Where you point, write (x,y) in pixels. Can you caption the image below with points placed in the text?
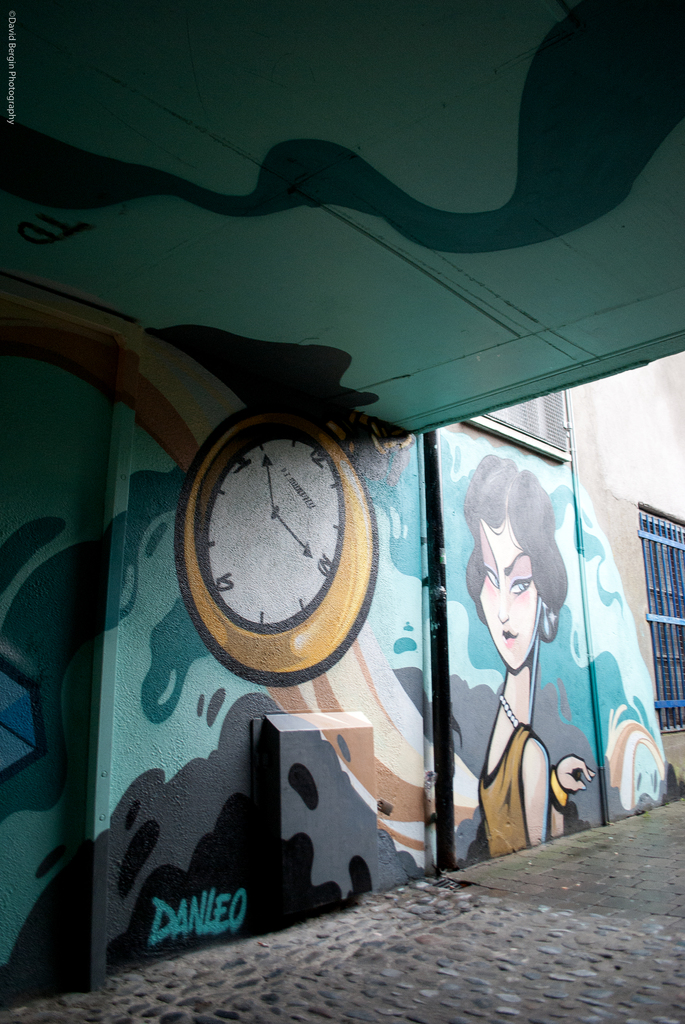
In this image there is a building (413,639). On the roof (327,257) and the wall (198,670) there is graffiti (380,671). This is the ground (661,884).
